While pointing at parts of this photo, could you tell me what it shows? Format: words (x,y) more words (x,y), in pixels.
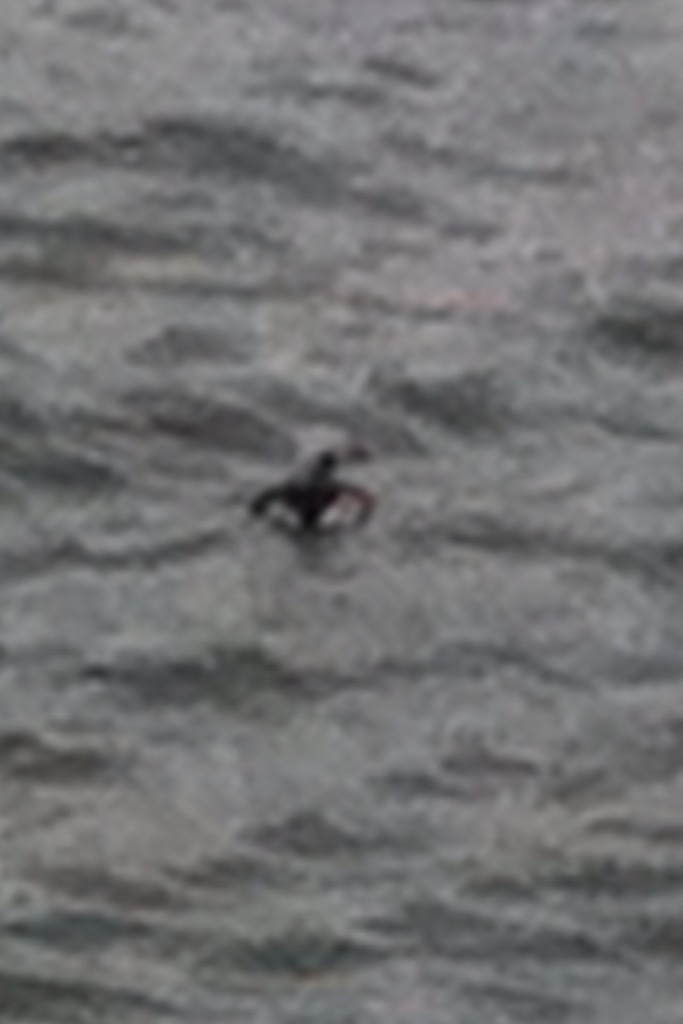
In the given image i can see some object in the water (362,549).
